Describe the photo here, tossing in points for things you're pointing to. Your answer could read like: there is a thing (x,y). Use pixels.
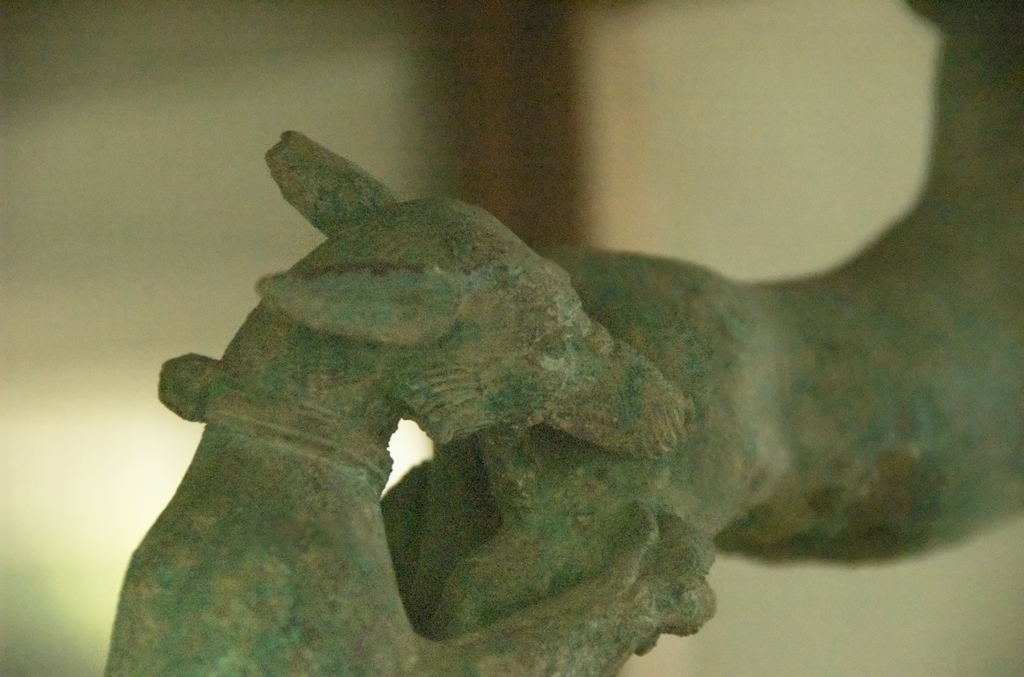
In this image we can see the sculpture (490,445).
